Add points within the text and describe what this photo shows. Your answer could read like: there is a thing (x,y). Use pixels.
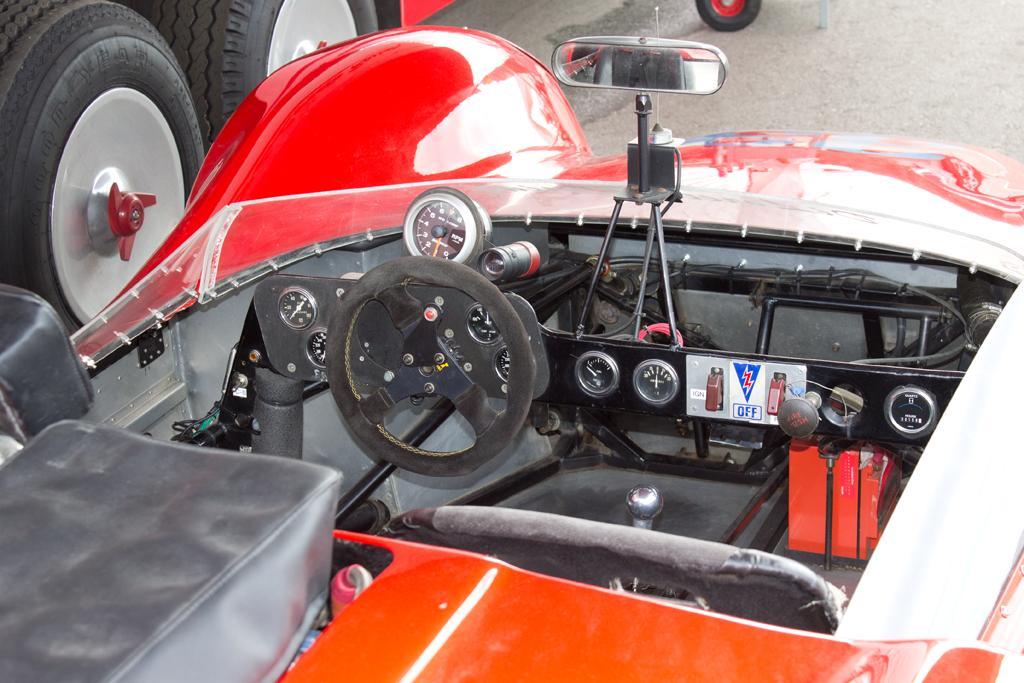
In this image we can see a vehicle (410,358) with steering (436,352), meters (608,360), mirror (623,42), stand (648,198). Also there are tires (176,43). At the top (835,58) there is a road (835,58).
